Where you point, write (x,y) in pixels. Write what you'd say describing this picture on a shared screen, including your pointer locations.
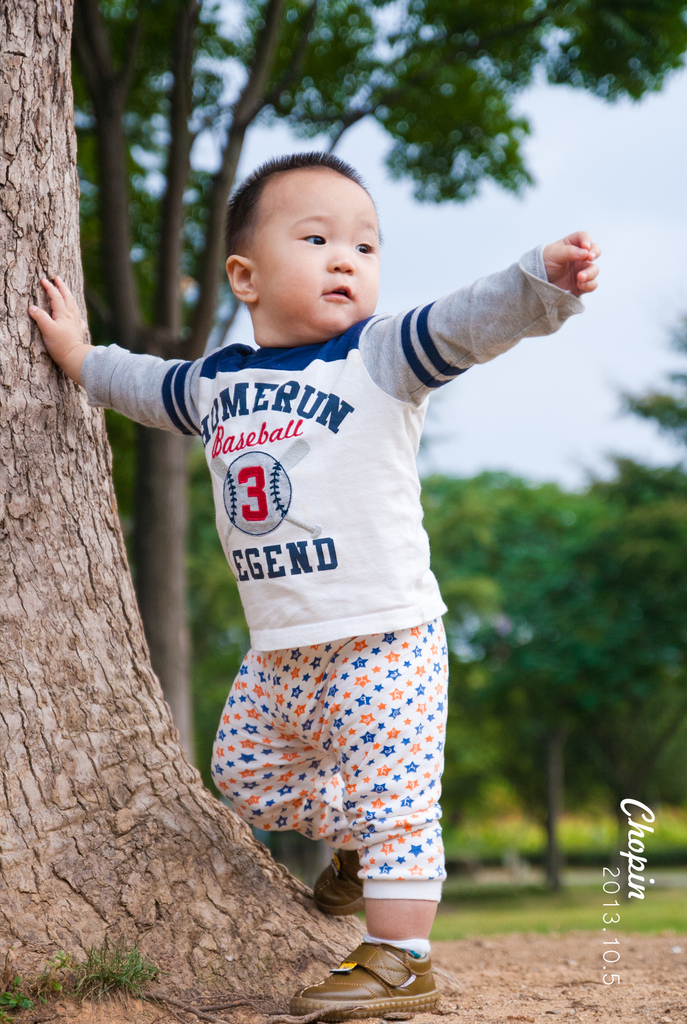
In this image we can see a child (345,611) standing on the ground (488,921) and touching the trunk (66,464) of a tree (133,752). In the background (492,223) we can see sky (543,344) and trees (443,163).
